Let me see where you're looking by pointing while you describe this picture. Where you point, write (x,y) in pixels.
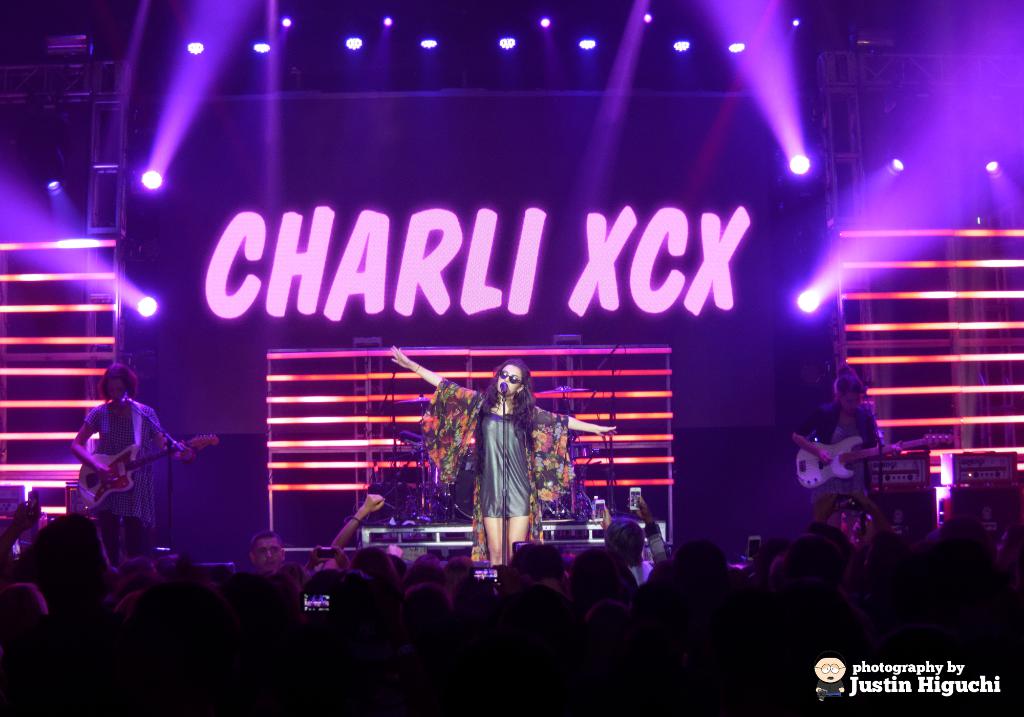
In this picture there is a girls (482,488), standing on the stage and singing in the microphone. Behind there are some lights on the stage (676,379). In the front (478,645) bottom side we can see the audience (463,638) standing and enjoying the show. On the top (842,65) there is iron frame (101,168) with spot lights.
